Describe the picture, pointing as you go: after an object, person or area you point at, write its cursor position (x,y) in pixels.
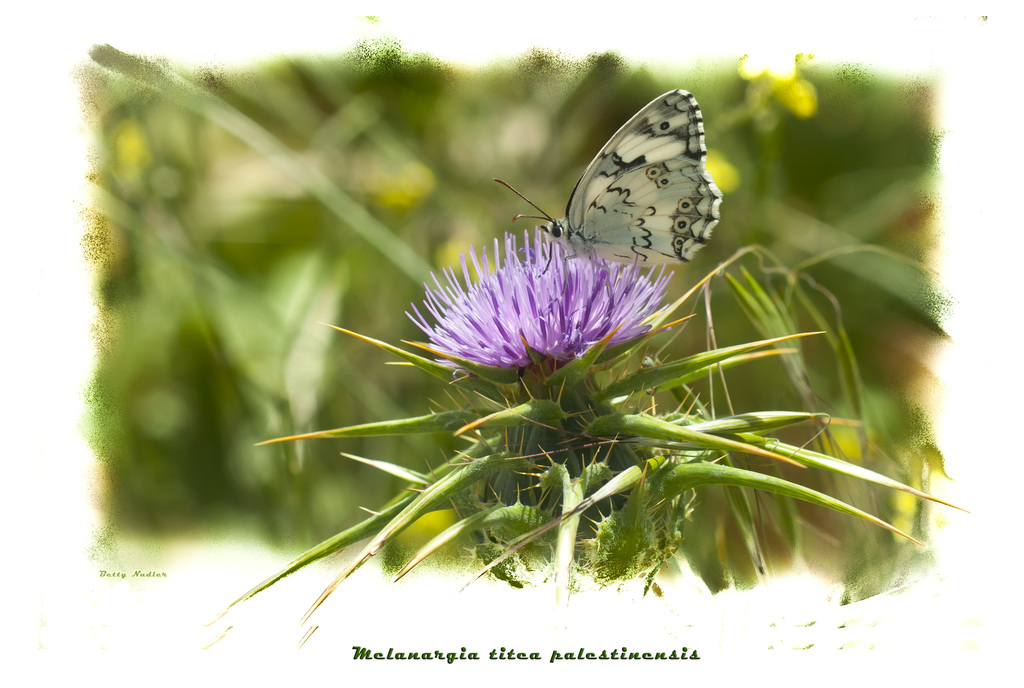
In this image I can see a plant (516,388), on the plant (510,405) I can see a flower (534,240) and on the flower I can see a butterfly (681,157), at the bottom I can see text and background (723,148) is blurry.
